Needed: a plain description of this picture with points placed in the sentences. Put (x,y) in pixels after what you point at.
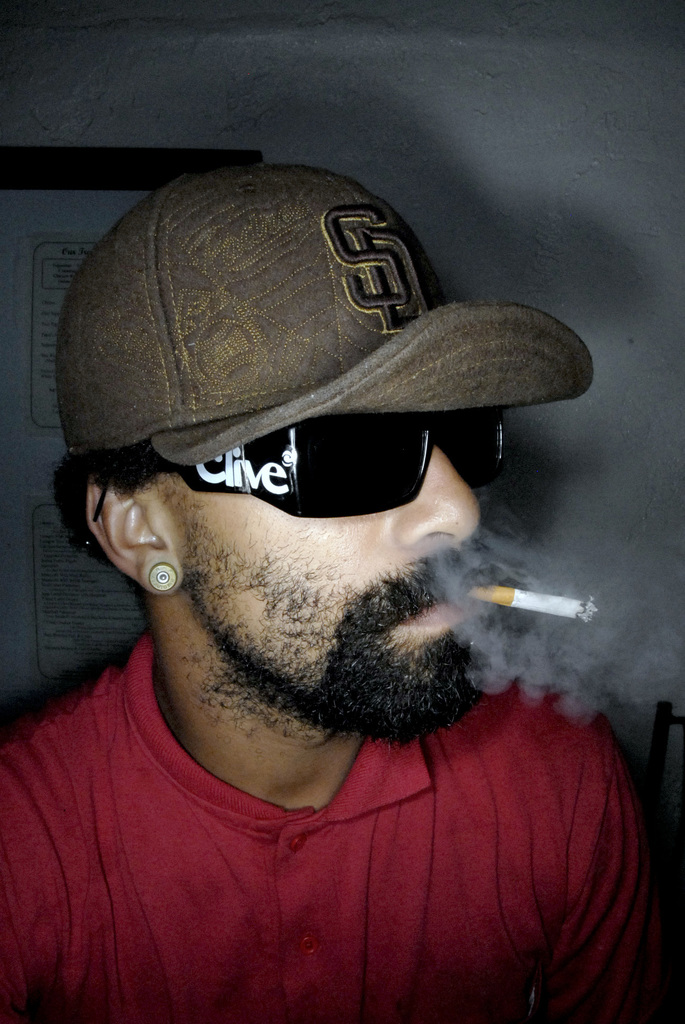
This image consists of a man (187,892) wearing a red T-shirt (328,839) and a cap (351,306). He is smoking a cigarette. And he is wearing black shades (209,462). In the background (192,112), we can see a wall (663,118) on which there is a frame (45,229).
